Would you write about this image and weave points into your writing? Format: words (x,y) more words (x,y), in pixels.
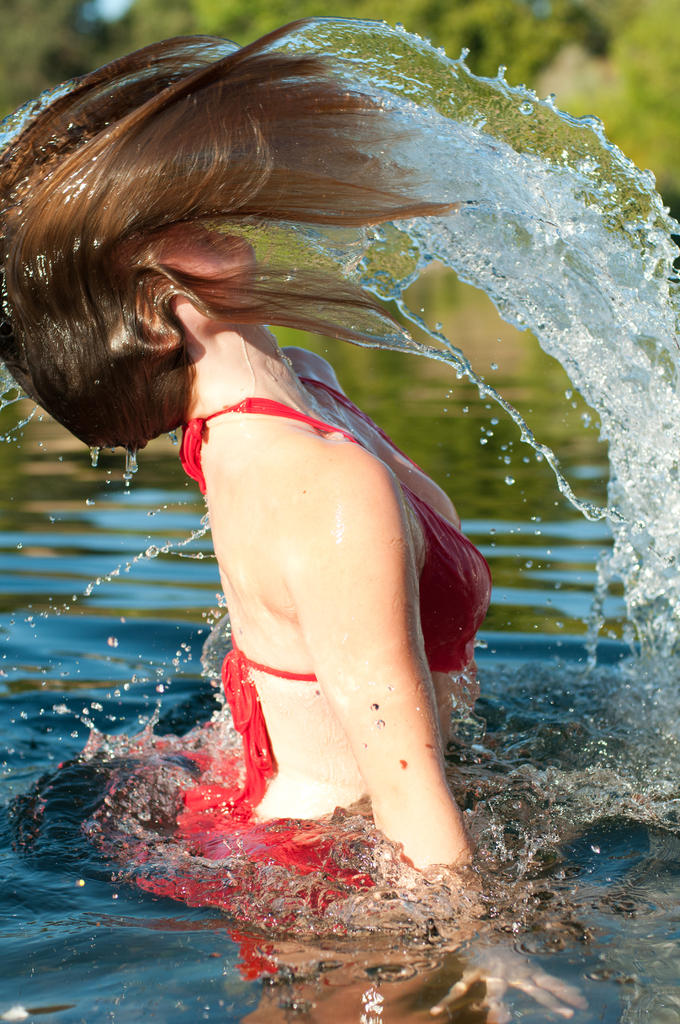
In this image, I can see the woman (378,801) in the water (357,913).
